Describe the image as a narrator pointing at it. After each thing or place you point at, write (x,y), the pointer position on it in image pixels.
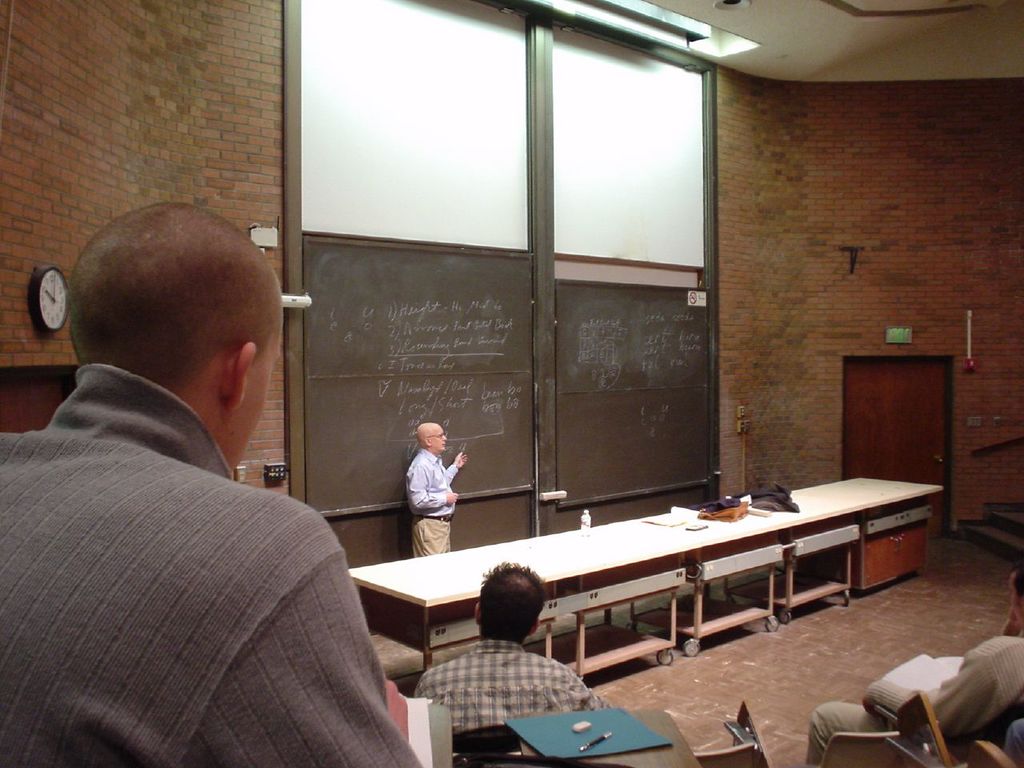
In this image, There are some tables (671,532) in white color, and there is a brown color door (903,416), There are some people (202,750) sitting on the chairs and in the right side (843,315) there is a wall (883,191) made of bricks (748,253) and in the left side (120,150) there is a wall (55,161) on that there is a clock (37,289) which is in white color.
